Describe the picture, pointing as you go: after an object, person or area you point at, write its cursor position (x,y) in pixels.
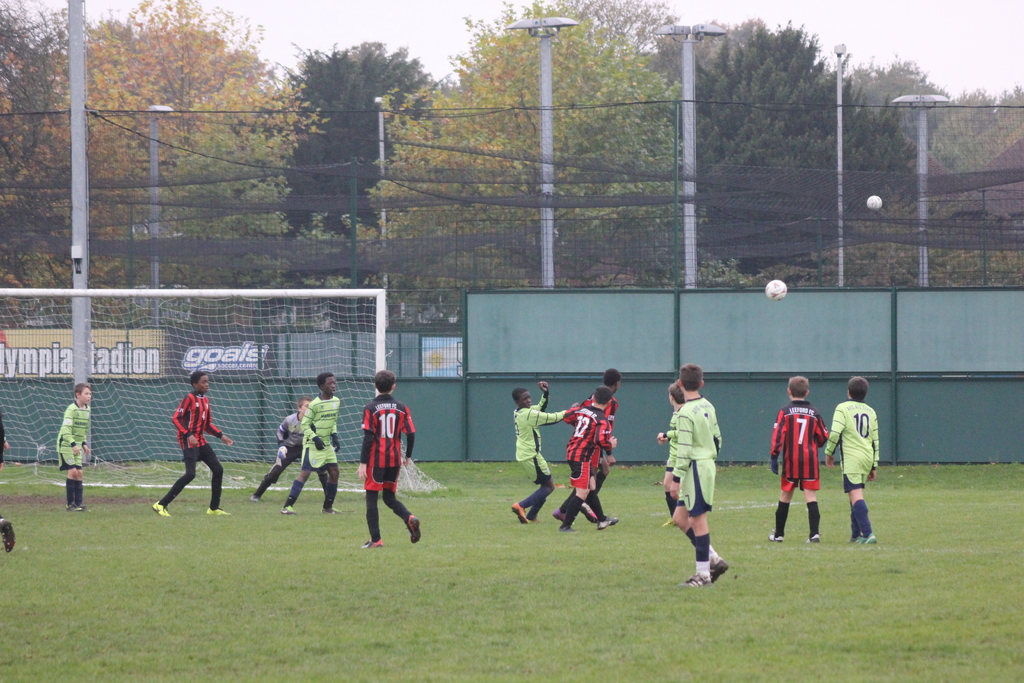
In this picture I can see few people (791,454) playing football on the ground (78,546). I can see goal post (181,345) and few boards (232,372) with some text (250,363) and I can see poles (922,229), trees (607,76) and a cloudy sky (920,18) in the background (150,12).
